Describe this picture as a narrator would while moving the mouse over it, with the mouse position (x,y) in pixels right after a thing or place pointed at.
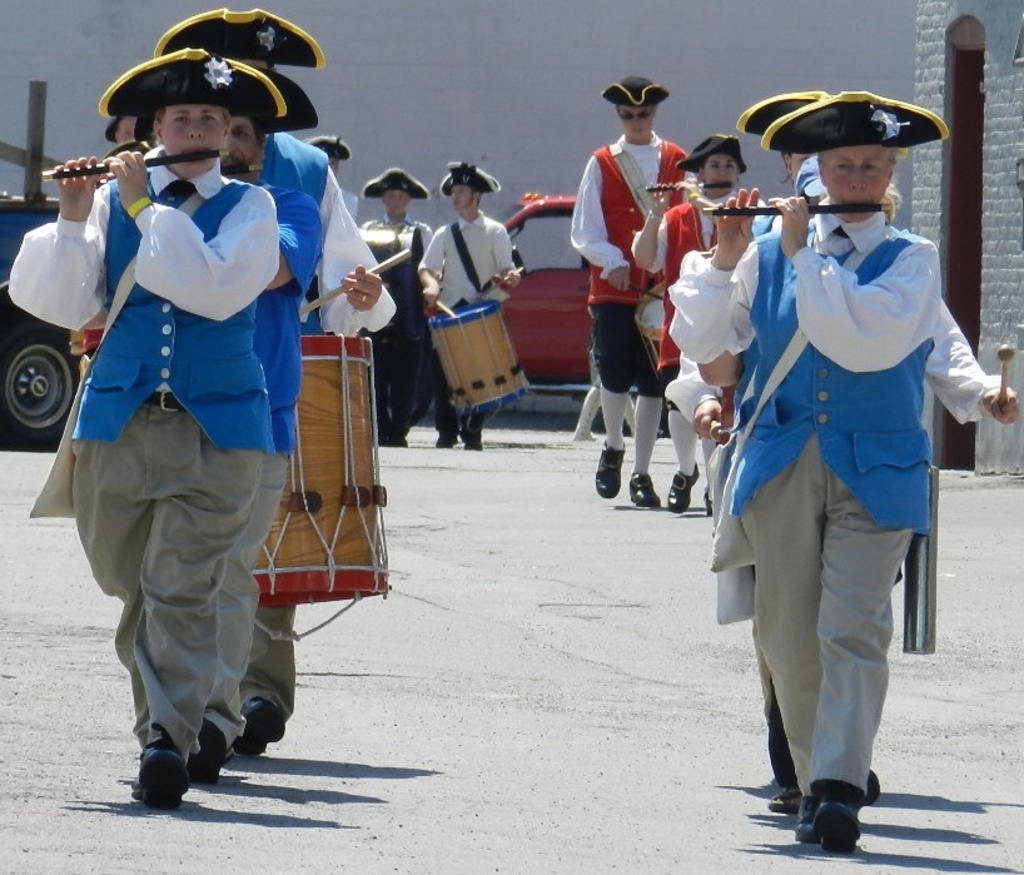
In the image we can see there are people (255,321) who are walking on the road (1019,766) and in front (850,213) people (761,225) are holding flute (64,180) and drums (361,492) and at the back (576,367) car (556,313) parked on the road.
